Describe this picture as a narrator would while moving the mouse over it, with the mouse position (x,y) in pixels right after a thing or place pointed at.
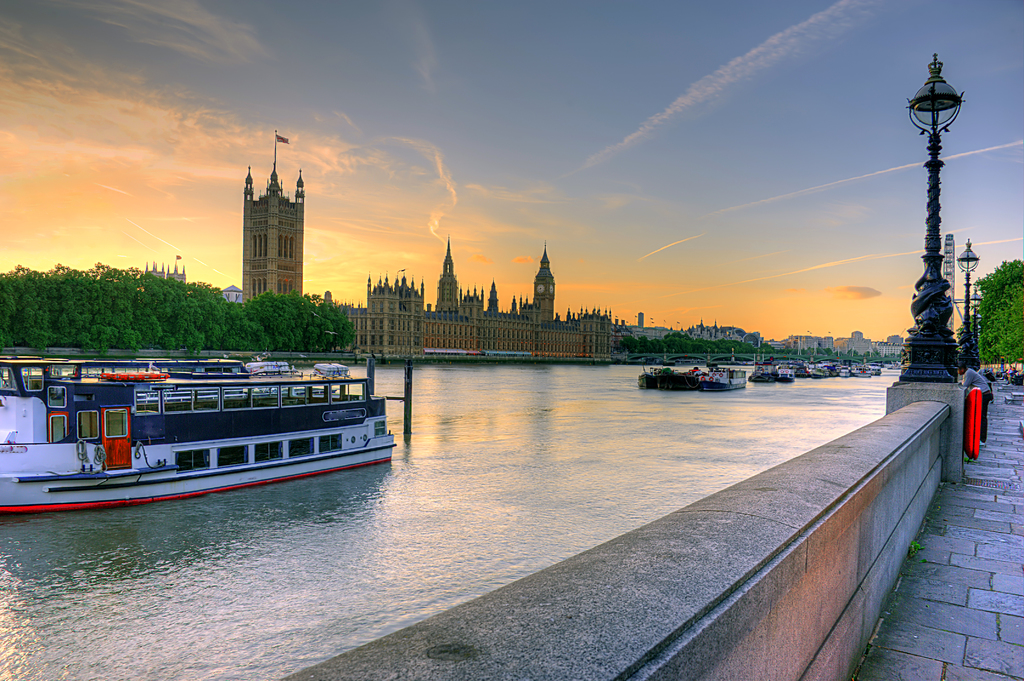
In this image I can see the ship (272,436) and the boats (681,372) on the water (421,485). To the right (925,376) I can see many poles (908,346), few people (979,382) and the trees (1004,354). In the background (142,325) I can see few more trees (258,347), buildings (460,341), clouds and the sky (566,72).
